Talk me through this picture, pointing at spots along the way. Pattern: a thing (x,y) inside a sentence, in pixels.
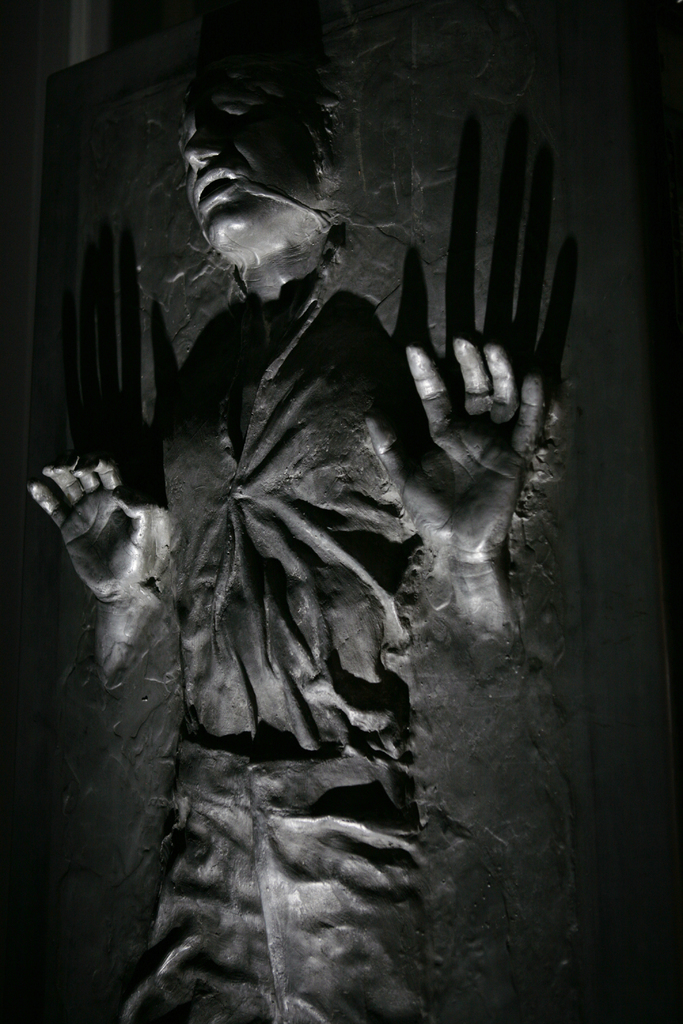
In this image there is a wall (275,32) in the middle (280,633), on which there is a person sculpture (286,292) attached.
